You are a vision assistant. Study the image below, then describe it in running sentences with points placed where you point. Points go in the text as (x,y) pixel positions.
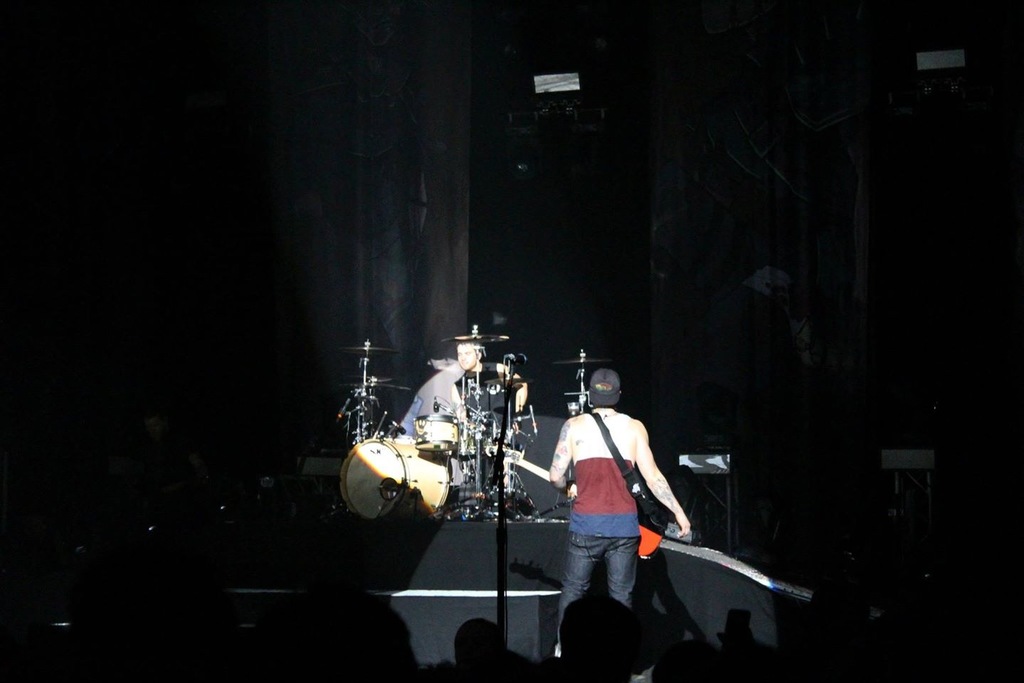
In this picture we can see two men (489,384) on stage (195,535) playing musical instruments (481,436) such as guitar (657,507), drums (450,465) and in front of them we can see a group of people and in background (321,235) we can see curtains (432,169).
